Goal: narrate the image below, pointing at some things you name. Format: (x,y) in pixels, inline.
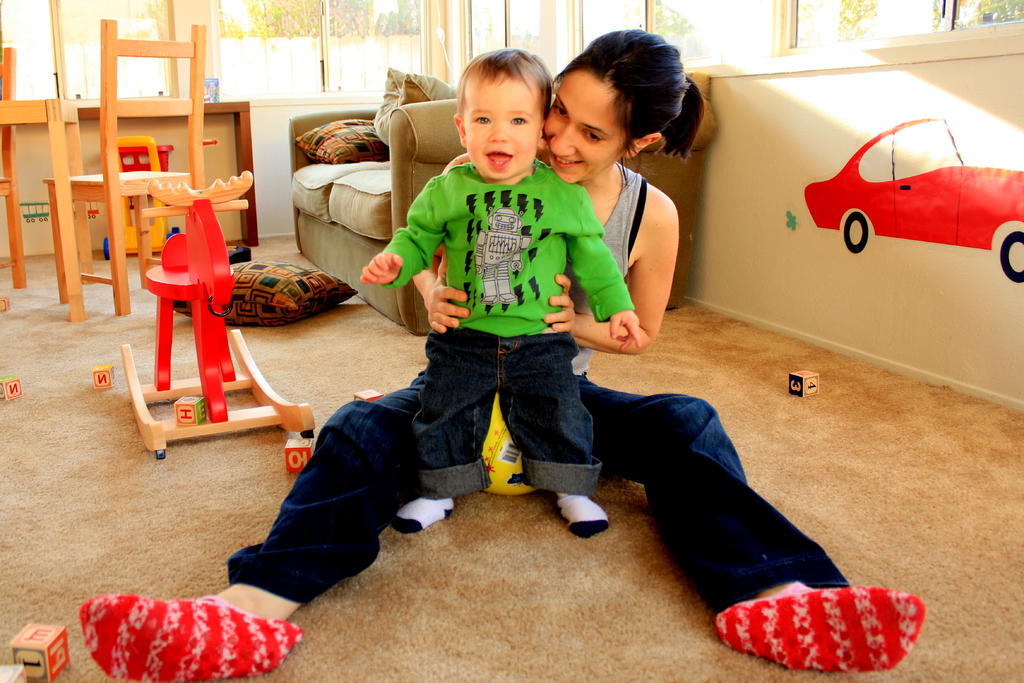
In this image I can see a child (530,238) wearing green and blue colored dress (518,285) is standing and a woman (567,277) wearing grey and blue colored dress (658,424) is sitting on the ground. I can see a few toys (208,307) on the floor (195,368). I can see a couch (375,213), few cushions (358,144) on the couch (417,120), a table (1,113), few chairs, the wall (87,155) and few windows (361,25) through which I can see few trees (380,22).
